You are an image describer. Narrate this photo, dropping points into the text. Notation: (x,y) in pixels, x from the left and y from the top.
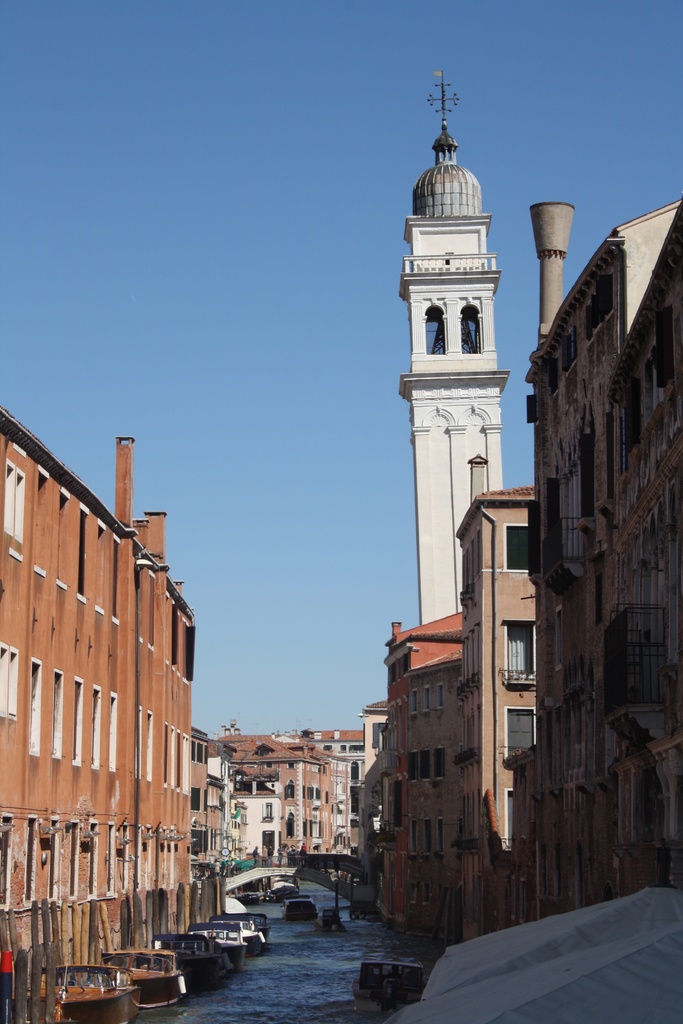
In this image there are buildings (424,714). At the bottom (273,997) there is a canal (287,988) and we can see boats (94,1007) on the canal (287,928). We can see a bridge (306,869). In the background (268,523) there is sky (209,309).
